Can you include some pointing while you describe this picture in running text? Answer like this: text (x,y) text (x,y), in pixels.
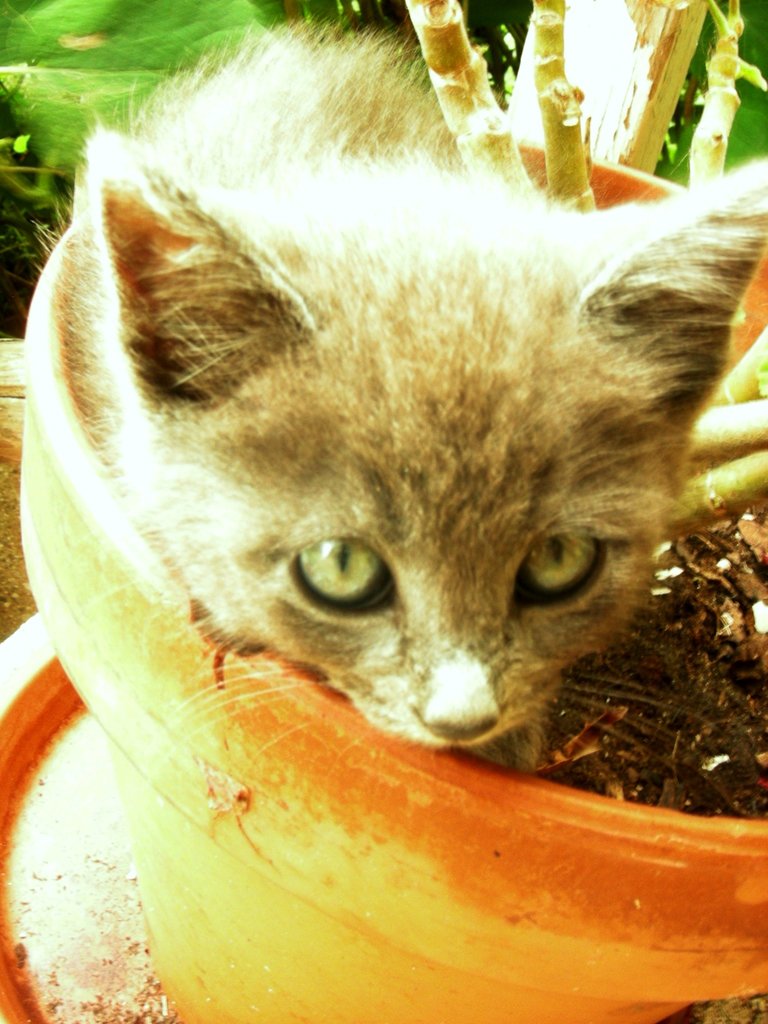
In this picture we can see a cat (357,605) in a pot (558,826). We can see the stems (555,66). Background (12,20) portion of the picture is green in color.
